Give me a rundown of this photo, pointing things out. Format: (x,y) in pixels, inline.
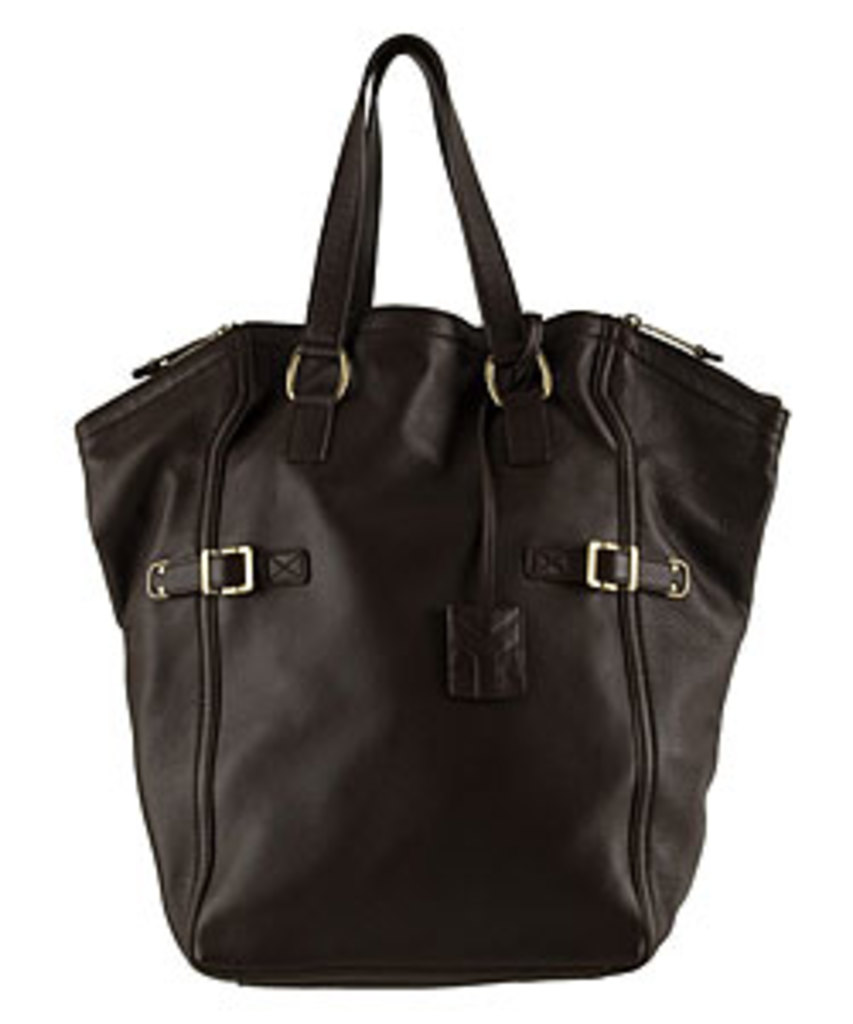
We can able to see bag (531,628).
